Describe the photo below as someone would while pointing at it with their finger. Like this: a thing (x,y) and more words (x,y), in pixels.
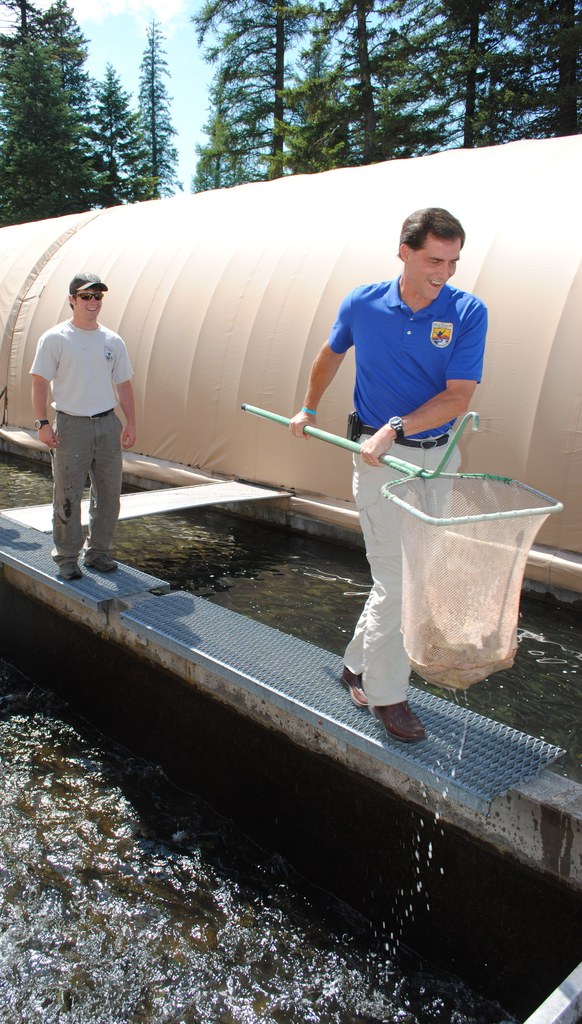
In this image we can see two men (430,251) and one of them is holding a fishing net (407,642) with his hands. Here we can see water (179,938), trees (336,80), and objects (338,279). In the background (496,32) there is sky (90,2).
